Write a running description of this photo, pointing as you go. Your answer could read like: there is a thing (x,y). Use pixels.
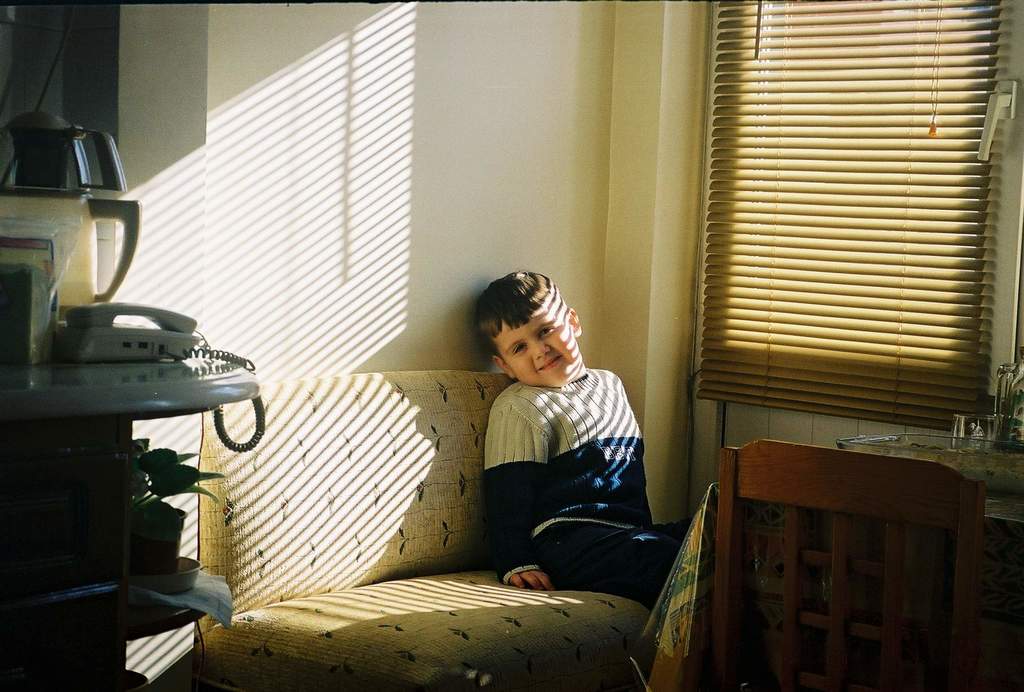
A boy (565,498) is sitting on a sofa (520,613), at a table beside a window (891,158).
